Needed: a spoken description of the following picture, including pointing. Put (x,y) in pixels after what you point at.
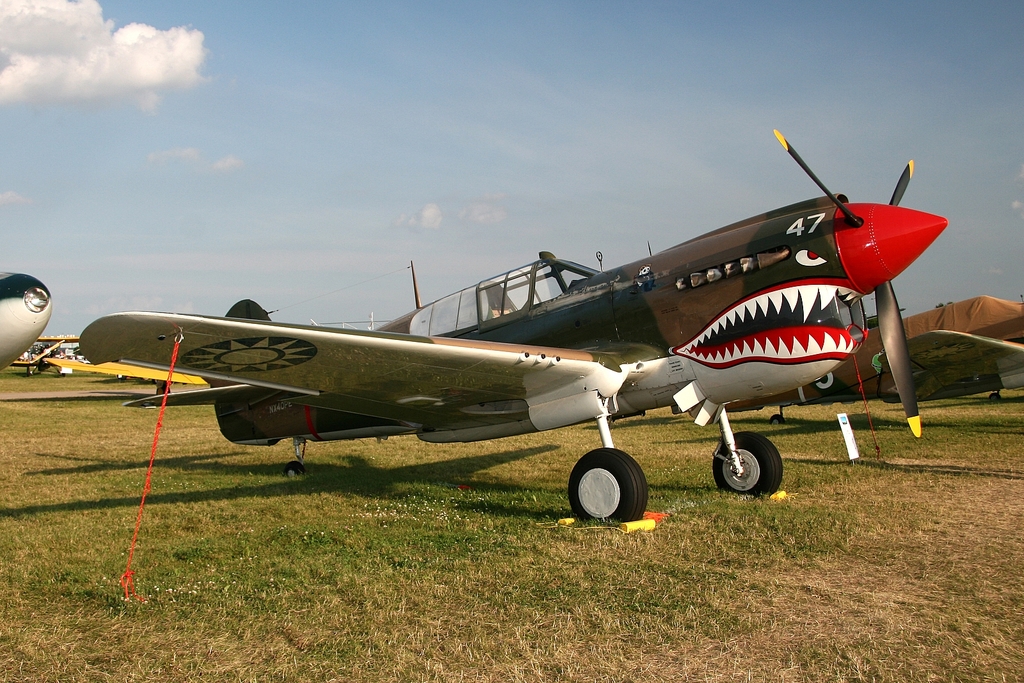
In this image there are airplanes (607,447) on a ground (794,534) in the background (151,177) there is the sky (410,95).
